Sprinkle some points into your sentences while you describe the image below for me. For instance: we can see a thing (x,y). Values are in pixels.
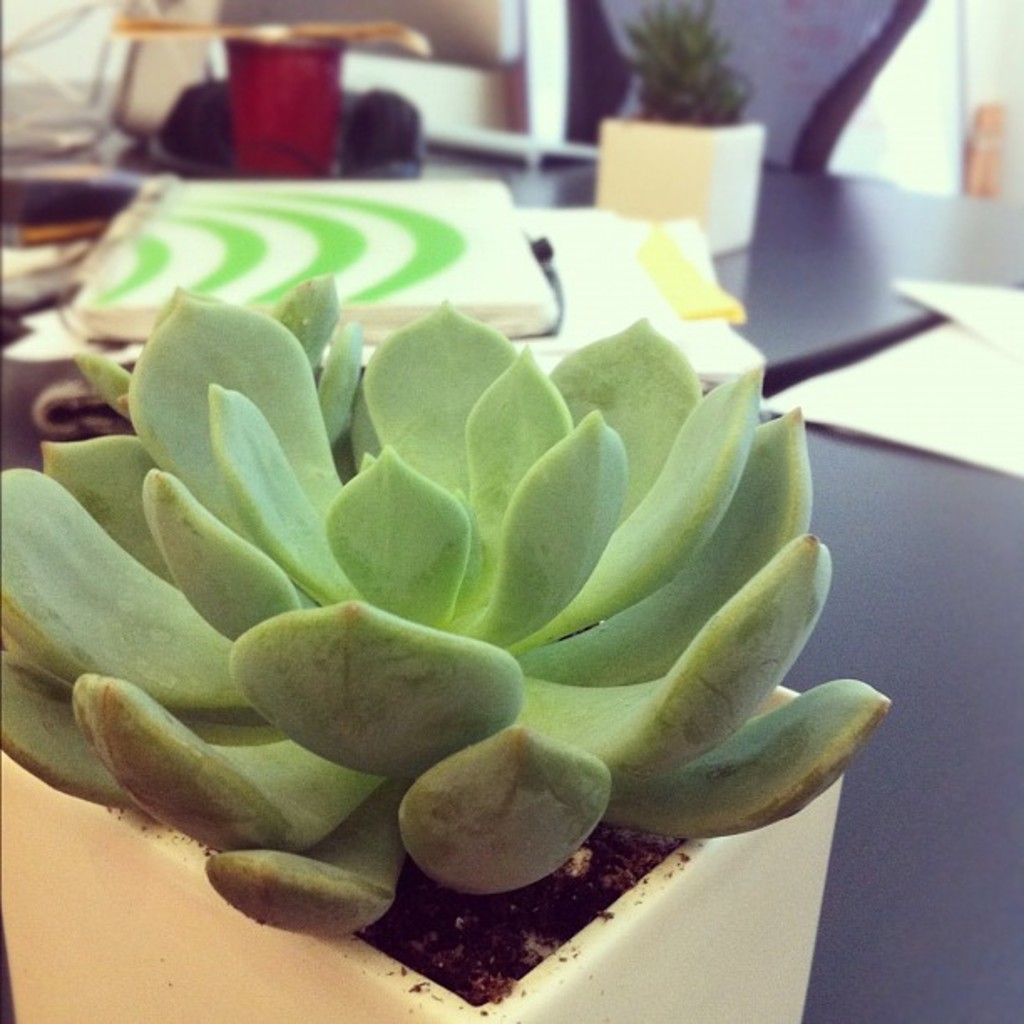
In the picture I can see a plant (361,750) in the flower pot (223,986) which is kept on the black color table (825,639). The background of the image (38,263) is slightly blurred, where we can see some objects (54,229) and a flower pot (619,170) is placed on it. Also, we can see the chair (781,87).
